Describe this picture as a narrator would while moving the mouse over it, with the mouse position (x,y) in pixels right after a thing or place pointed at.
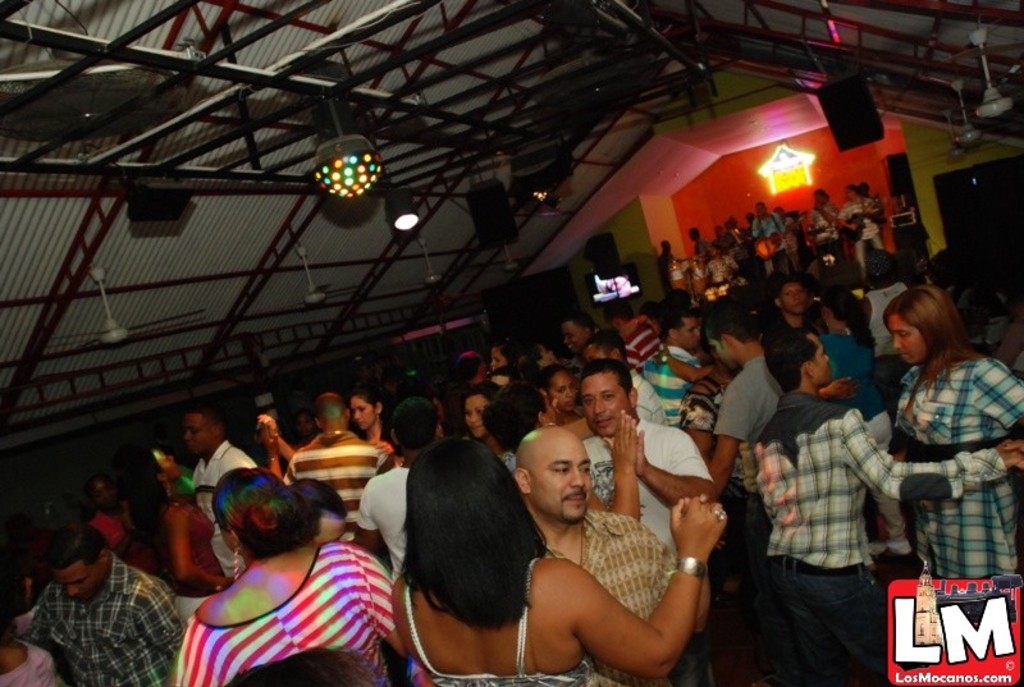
In this image there are a few people (456,482) dancing inside a hall (440,382).
